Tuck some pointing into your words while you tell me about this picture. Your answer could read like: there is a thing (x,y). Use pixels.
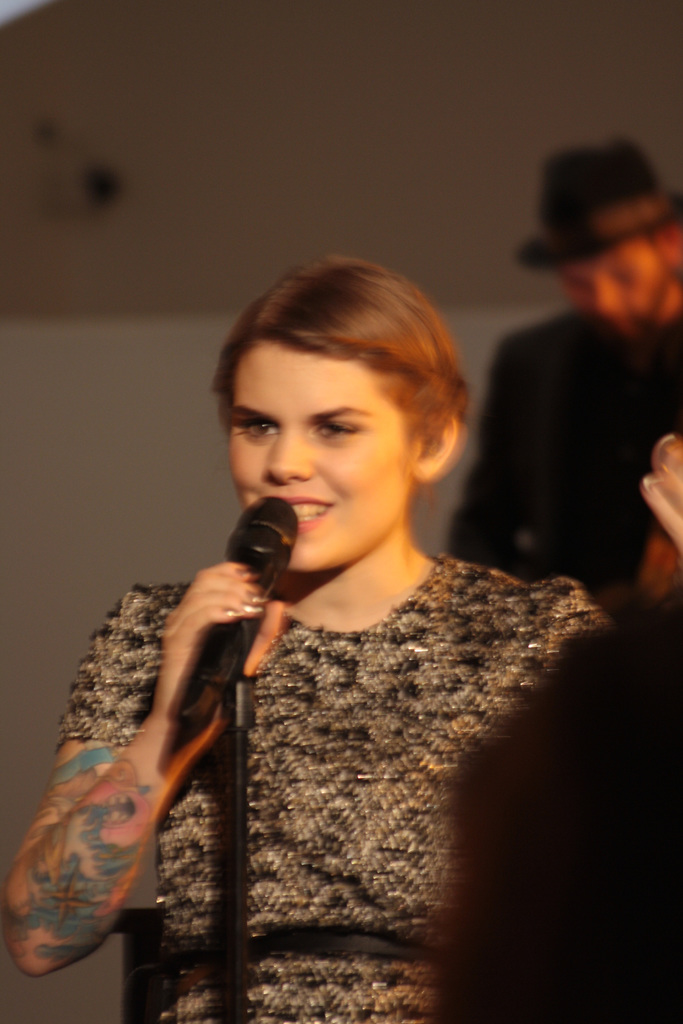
This is the picture of a lady (190,878) wearing a black dress (193,800) and have tattooed on her right hand (153,786) and holding a mike (232,560) in her right hand (163,774) and has a short hair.
